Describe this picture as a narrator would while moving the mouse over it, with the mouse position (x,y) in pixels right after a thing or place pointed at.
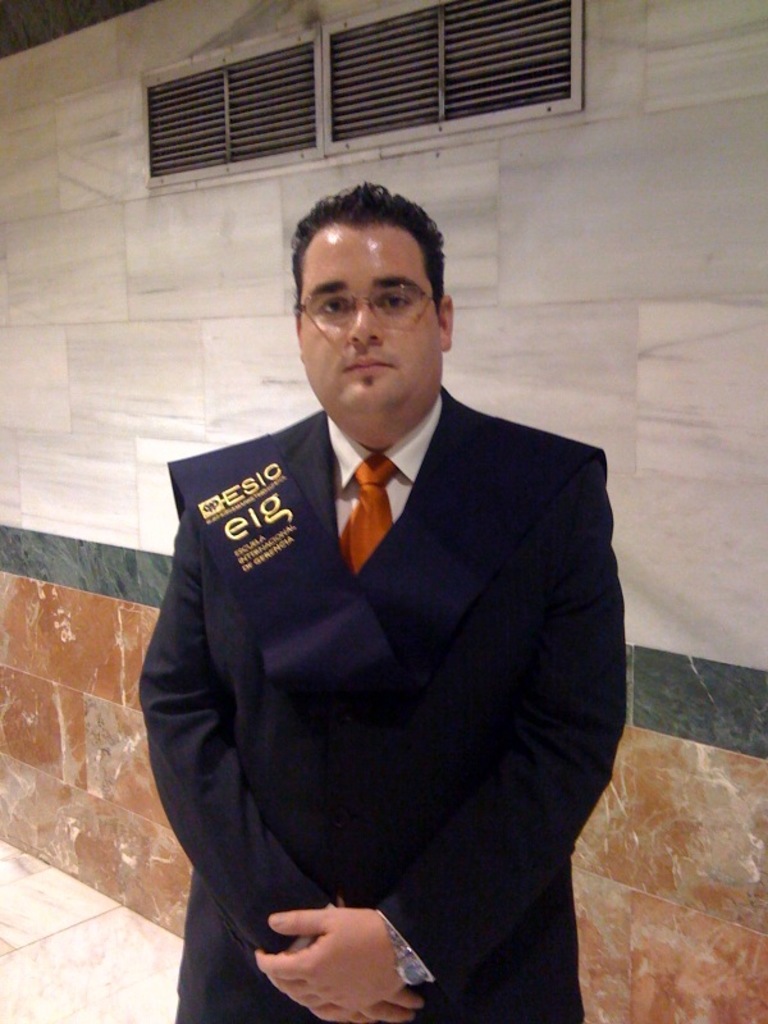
In the foreground of this image (355,728), there is a man (430,783) standing. In the background (448,236), there is a wall (659,239) and we can also see an air conditioner (367,80) at the top (338,108).
